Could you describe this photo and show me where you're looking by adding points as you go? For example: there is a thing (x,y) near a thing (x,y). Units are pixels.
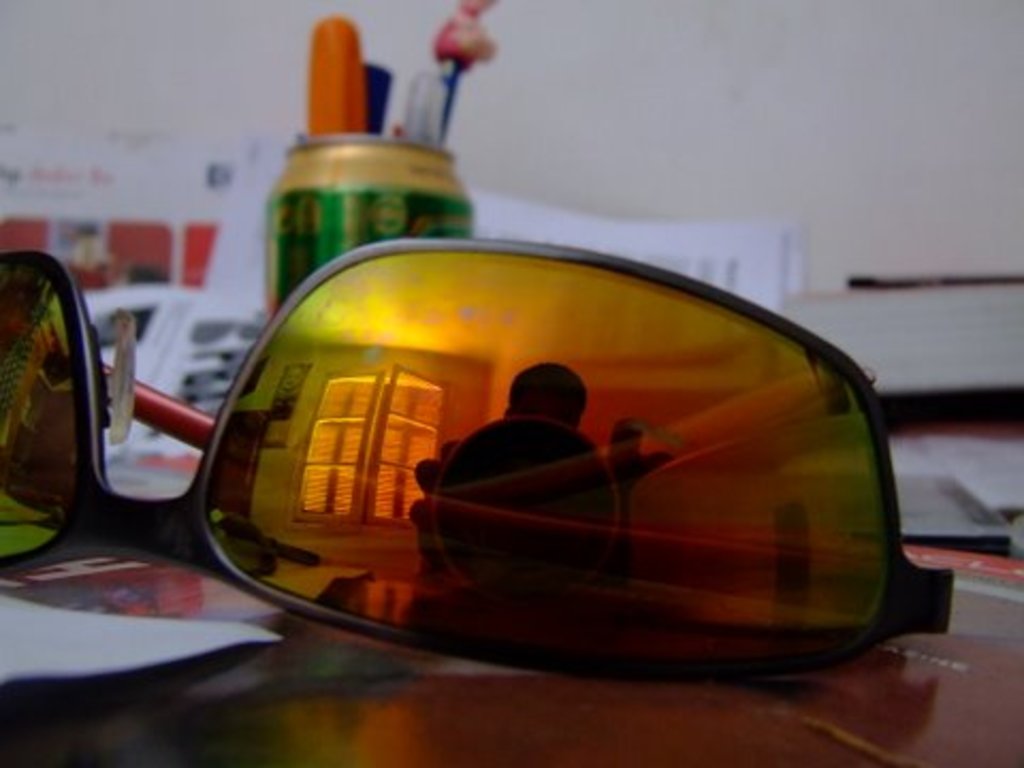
In this image there are papers (248,191), pens (426,119) in a tin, spectacles (332,367) and some other items (1005,534) on the table (834,753), and there is a reflection (598,525) of a person (547,528), window (383,502), wall (363,345).
